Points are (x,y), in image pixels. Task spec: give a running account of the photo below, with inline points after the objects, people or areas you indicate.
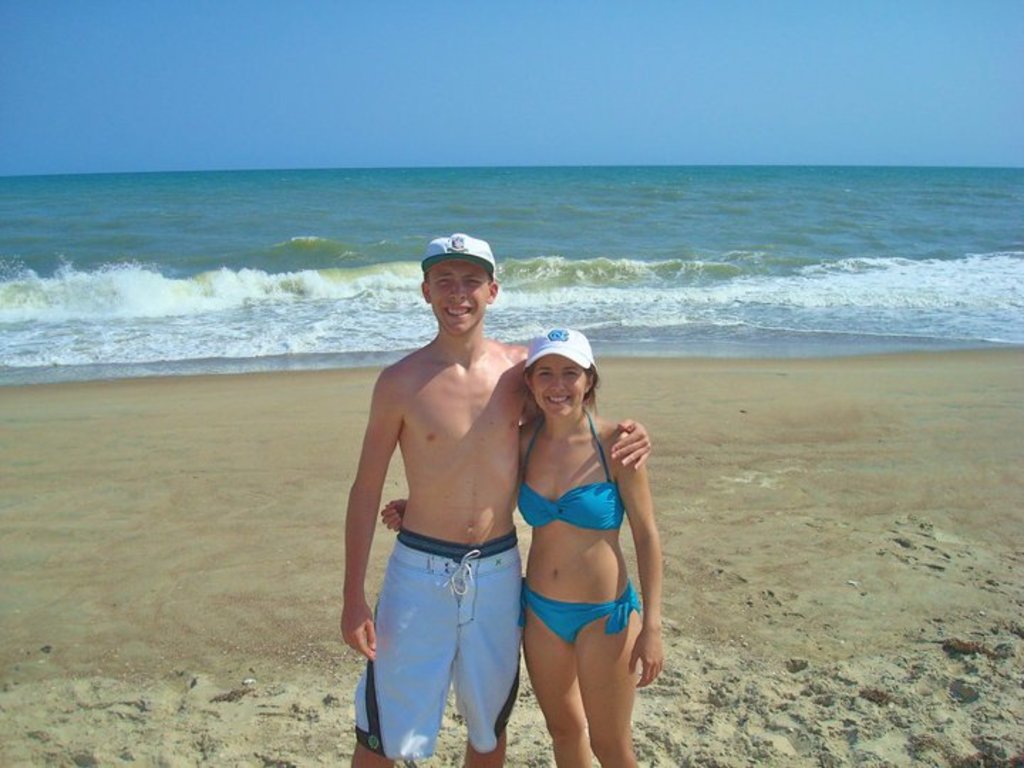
In the picture two people (537,482) are posing for the photo, they are standing on the sand (245,595) in front of a sea (505,289).
